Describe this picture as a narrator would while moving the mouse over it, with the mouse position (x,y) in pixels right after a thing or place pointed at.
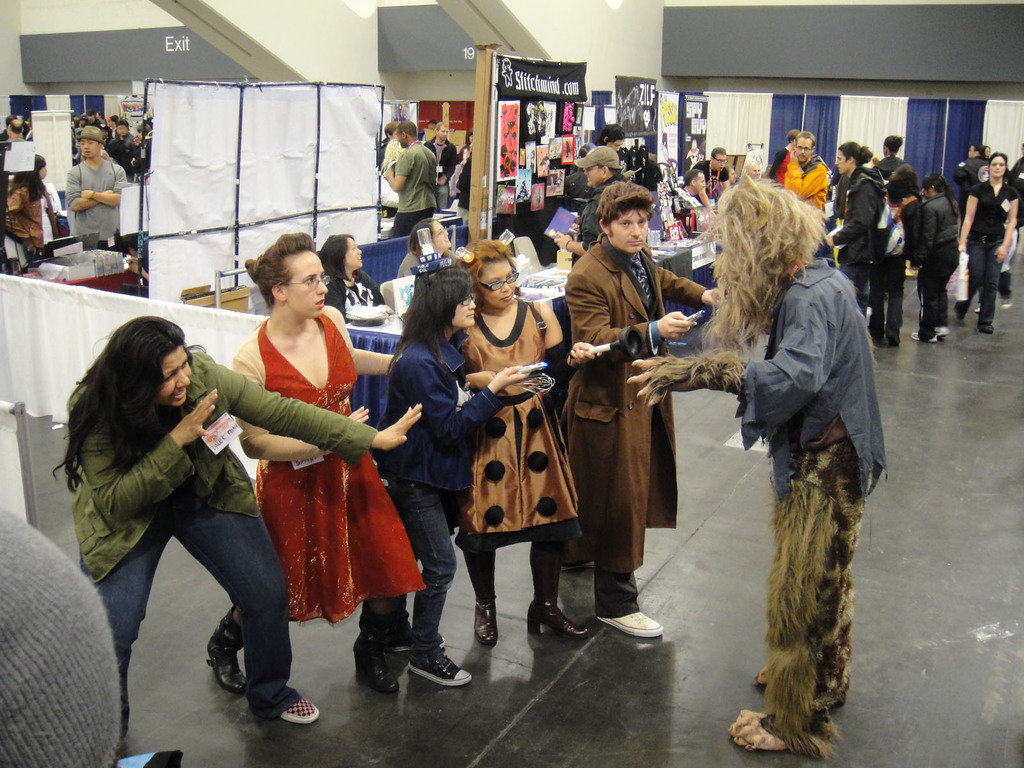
In this image, we can see some people (521,350) standing, there are some posters (676,131), we can see the wall (340,43) and some curtains (796,122) on the right side (819,152).
